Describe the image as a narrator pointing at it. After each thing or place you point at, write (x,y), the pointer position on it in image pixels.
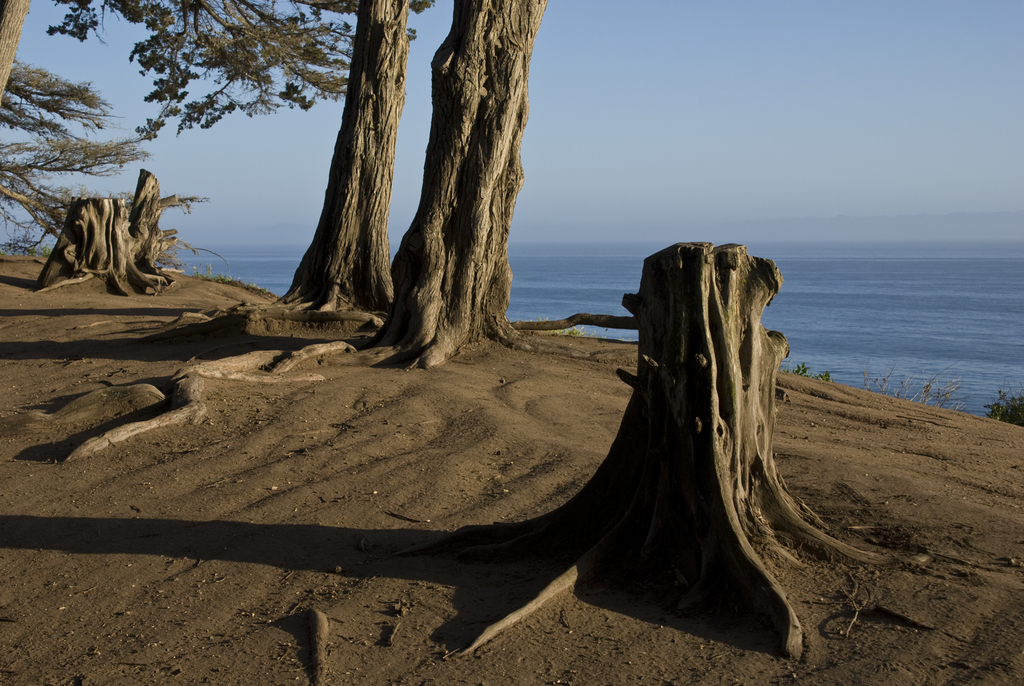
In this image we can see a group of trees (370,174) and tree stumps (113,235) and in the background (918,317), we can see the water (883,288) and the sky (734,116).
